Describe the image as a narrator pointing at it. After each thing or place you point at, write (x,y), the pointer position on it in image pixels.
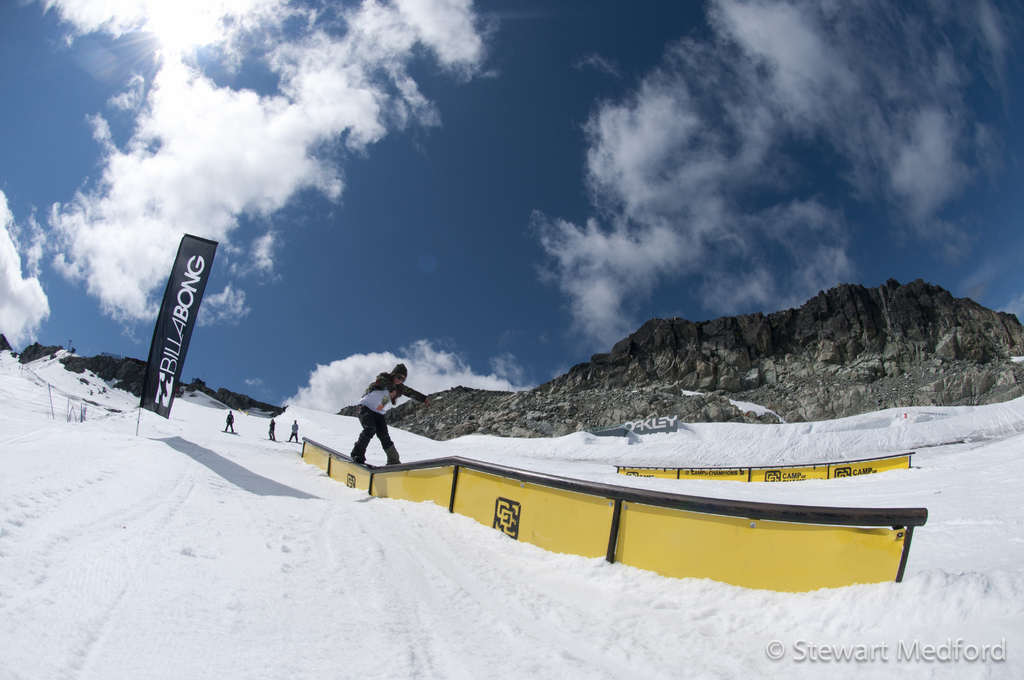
In this image there are four persons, in which three persons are standing on the snow (386,544), a person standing on the yellow and black color board (491,498), and in the background (23,319) there is a flag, a yellow and black color board (869,459), there are hills (470,399), there is sky (1020,190) and a watermark (981,651) on the image.
